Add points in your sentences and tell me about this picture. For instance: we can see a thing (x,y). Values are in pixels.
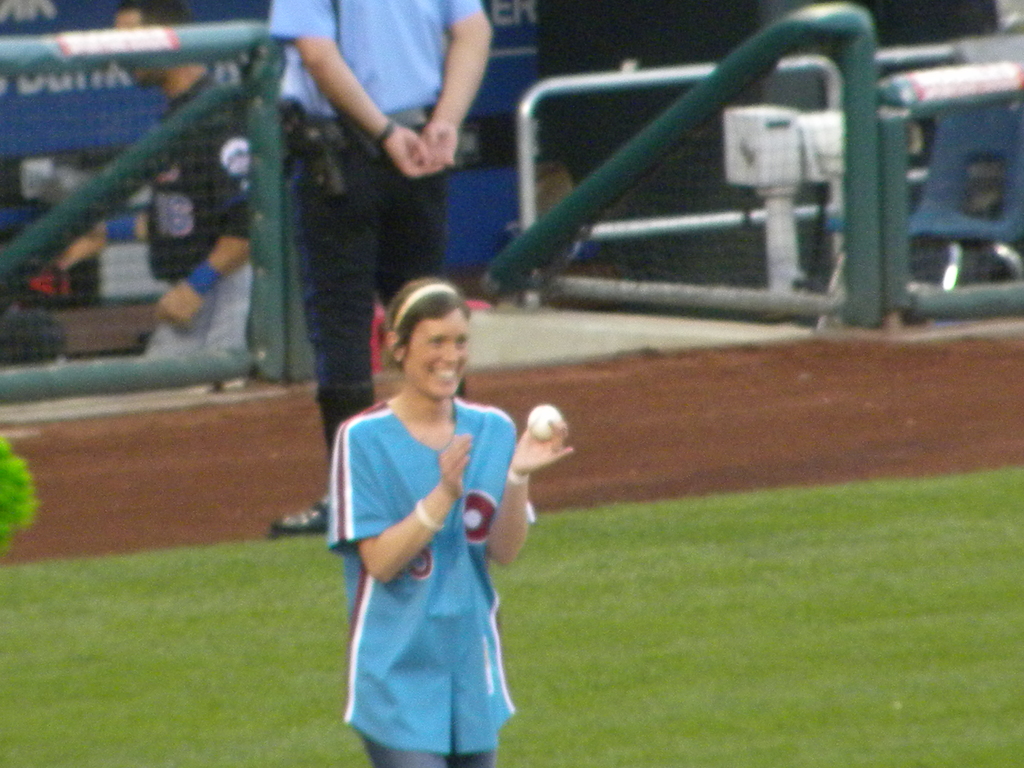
In this image in the front (459,498) there is a woman (426,529) standing and smiling and holding a ball (545,434) in her hand (531,442). In the background (382,147) there is a person (377,136) standing and there are railings (100,186) and in the front (211,621) there is grass (211,621) on the ground (219,605). In the background (200,227) there is a person (182,175) and there is a board (94,77) with some text (91,69) written on it, which is blue in colour.
